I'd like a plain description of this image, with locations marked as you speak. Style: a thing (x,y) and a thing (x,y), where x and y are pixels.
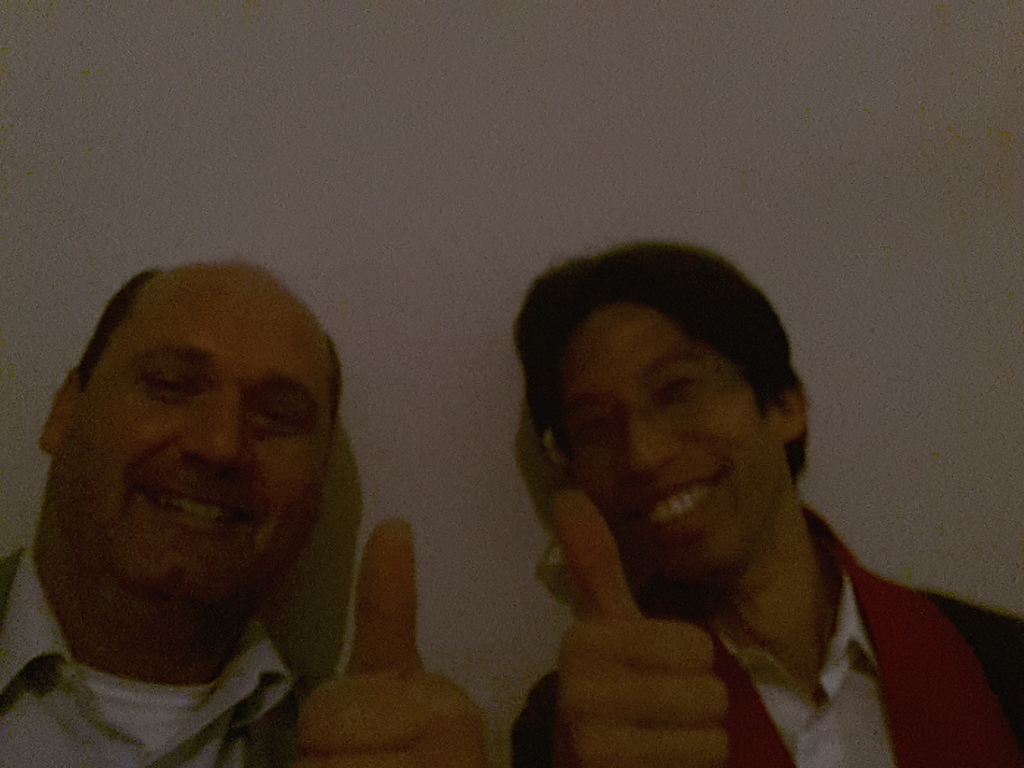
In the foreground of this picture (575,434), there are men (596,435) showing thumbs (385,627) up to the camera. In the background (713,132), there is a wall (494,246).
